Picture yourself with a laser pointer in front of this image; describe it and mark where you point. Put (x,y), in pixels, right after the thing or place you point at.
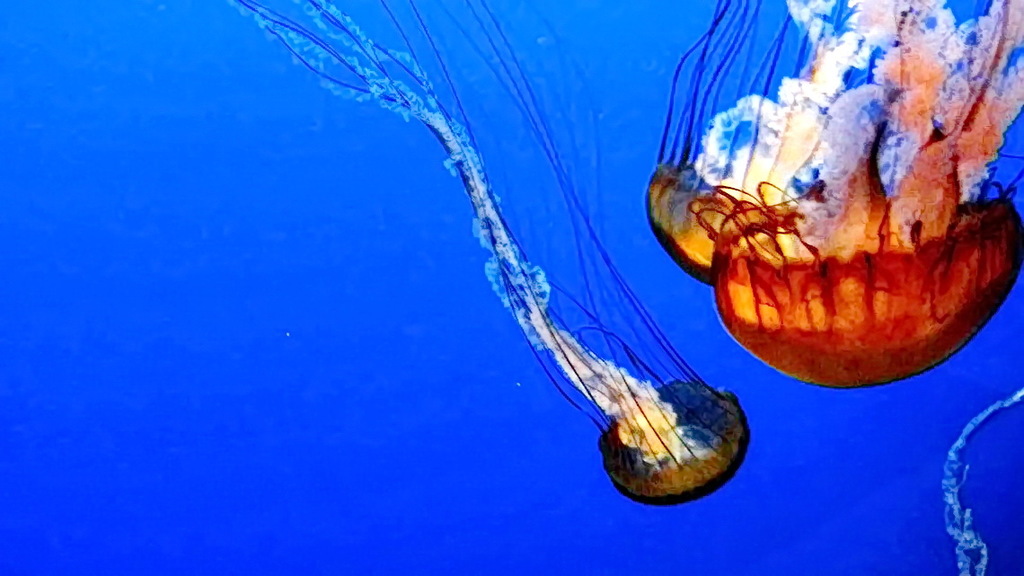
In this image there are jellyfishes (695,450) in water (671,80).
